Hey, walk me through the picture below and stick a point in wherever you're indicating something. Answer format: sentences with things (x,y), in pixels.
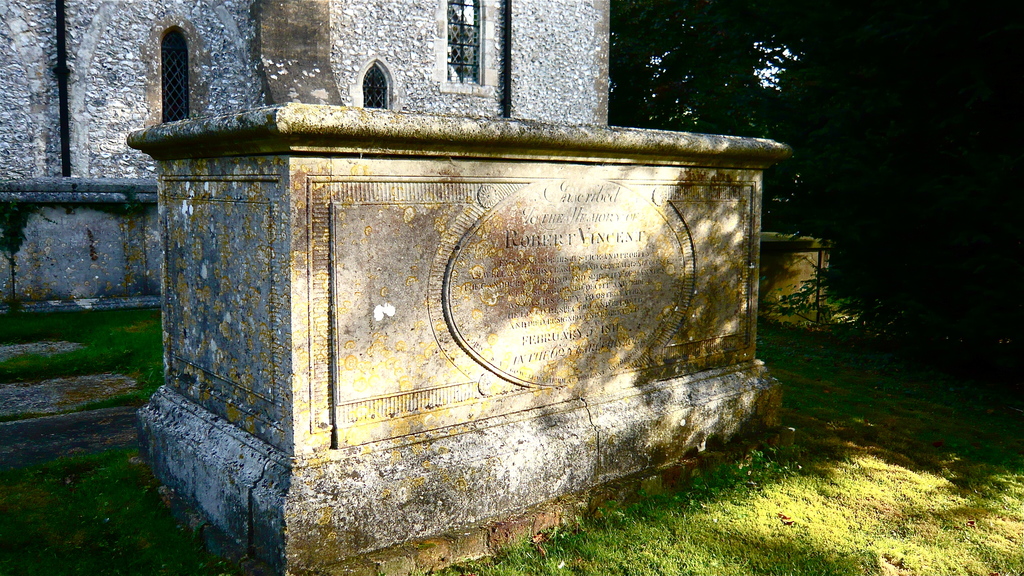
In this picture I can see a headstone (497,134), there is a wall (565,63) with windows (465,11) and there are trees (931,116).
